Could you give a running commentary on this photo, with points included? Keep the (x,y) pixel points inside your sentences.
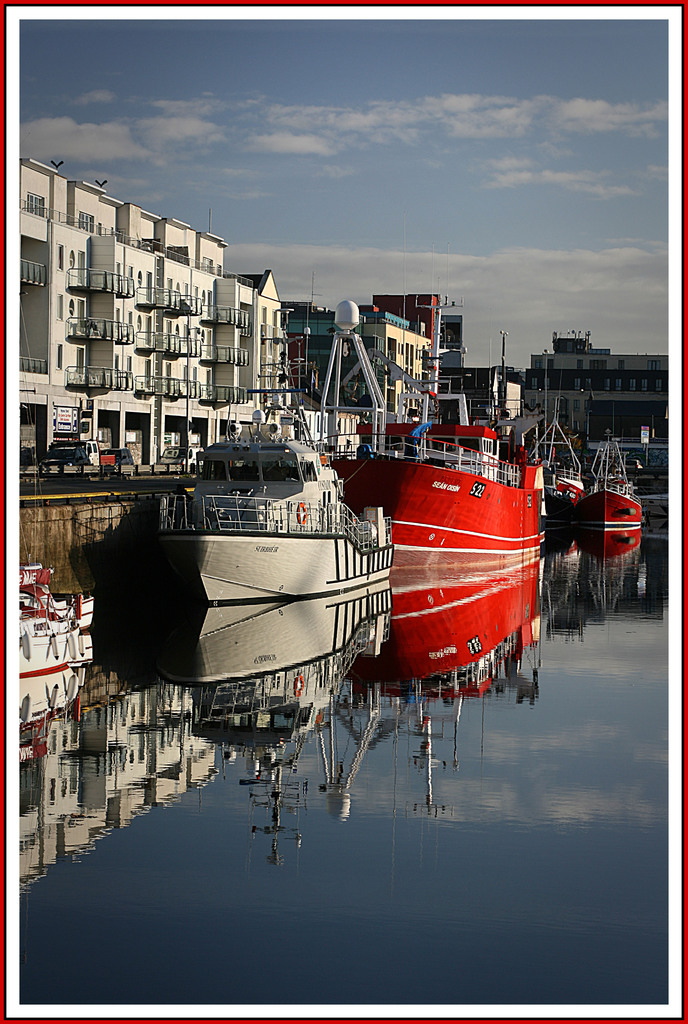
In this image I can see few boats (423,423) on the water (352,653) and they are in white and red color. In the background (601,374) I can see few buildings (452,362) in white, brown and cream color and the sky (272,138) is in white and blue color.
